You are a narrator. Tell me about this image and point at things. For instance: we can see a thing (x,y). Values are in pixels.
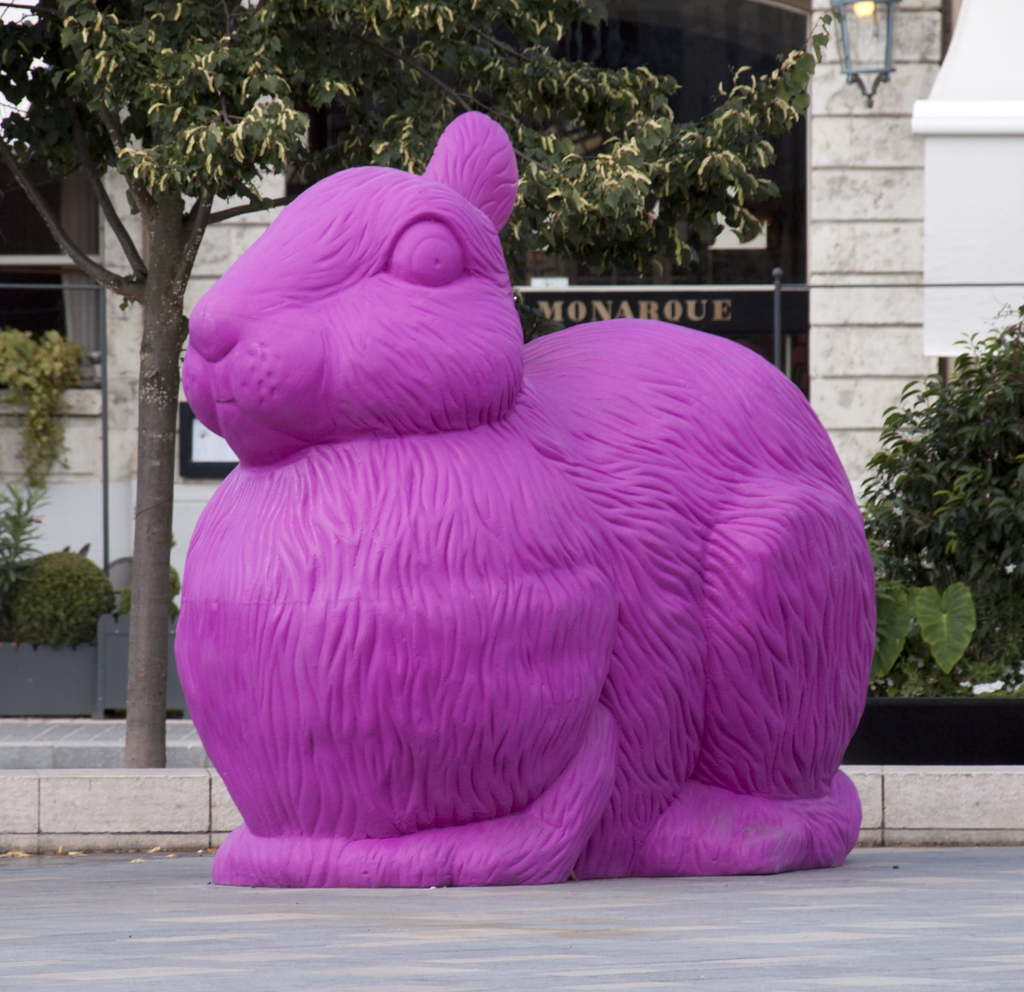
In the image there is a purple rabbit statue (407,516) in the middle (500,445) and behind it there are plants (1010,621) and trees (423,19) followed by a building (899,263) in the background (899,234).
